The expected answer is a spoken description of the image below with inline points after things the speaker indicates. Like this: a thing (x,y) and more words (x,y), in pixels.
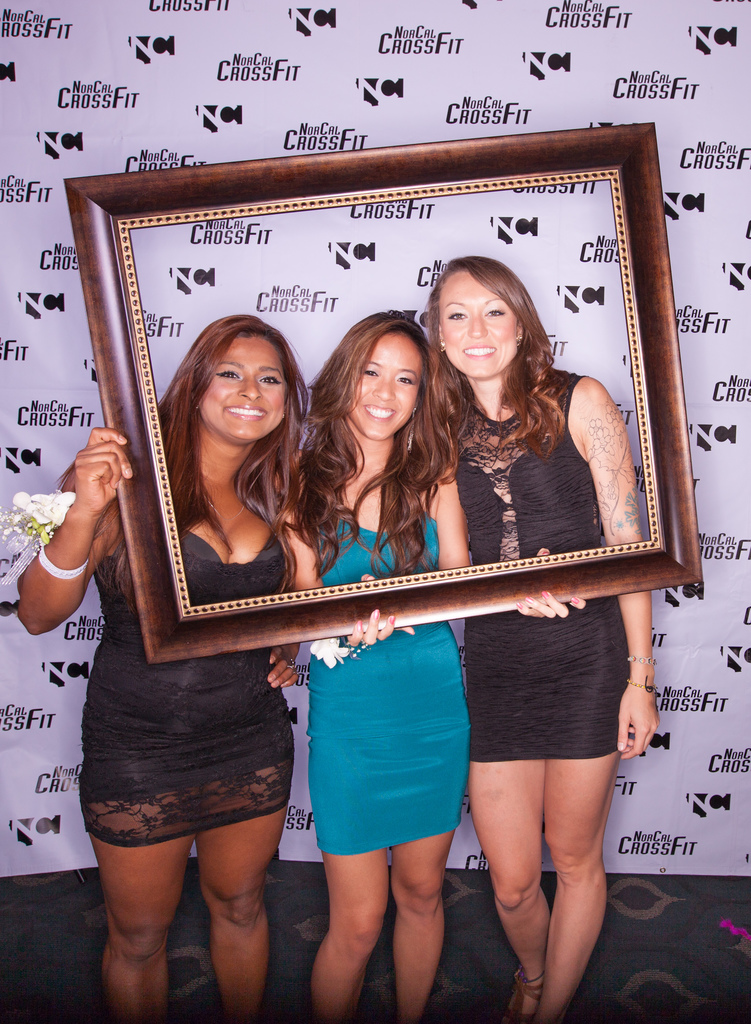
In this image there are three women (252,560) standing with a smile (484,353) on their face (471,350), the women (518,414) are holding an empty photo frame (112,191), behind the women (239,351) there is a banner (408,245).
